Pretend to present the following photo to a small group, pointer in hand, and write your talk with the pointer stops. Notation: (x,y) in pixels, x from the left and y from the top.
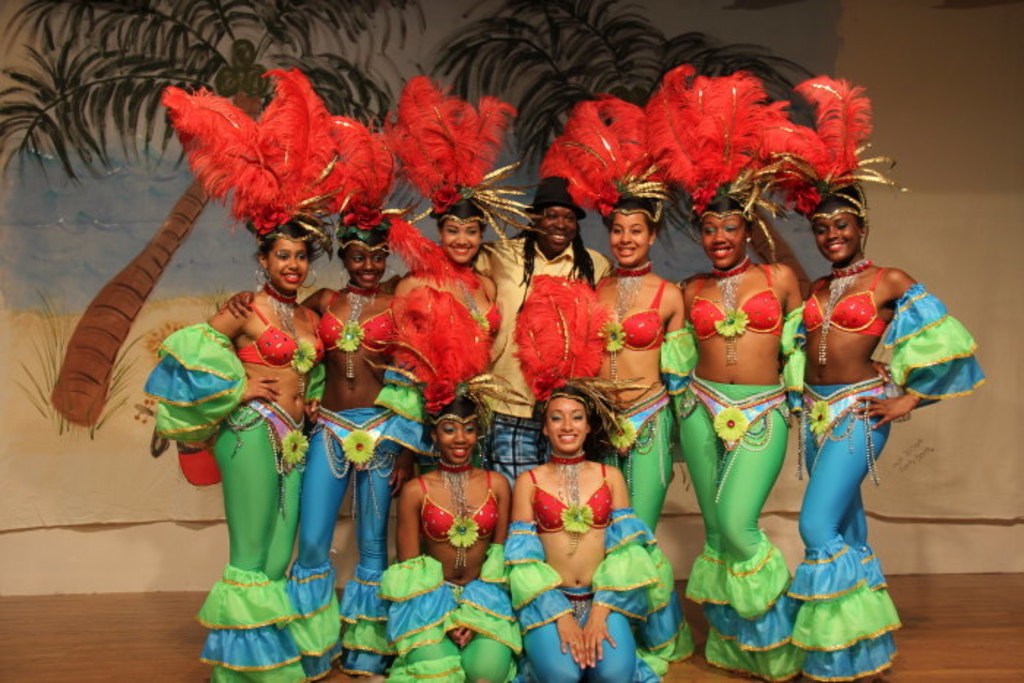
In this image I can see few people (446,405) are wearing different color costumes (477,335) and standing on the brown surface (954,645). Back I can see few trees (176,52) and water (97,258) on the cloth (108,489).
